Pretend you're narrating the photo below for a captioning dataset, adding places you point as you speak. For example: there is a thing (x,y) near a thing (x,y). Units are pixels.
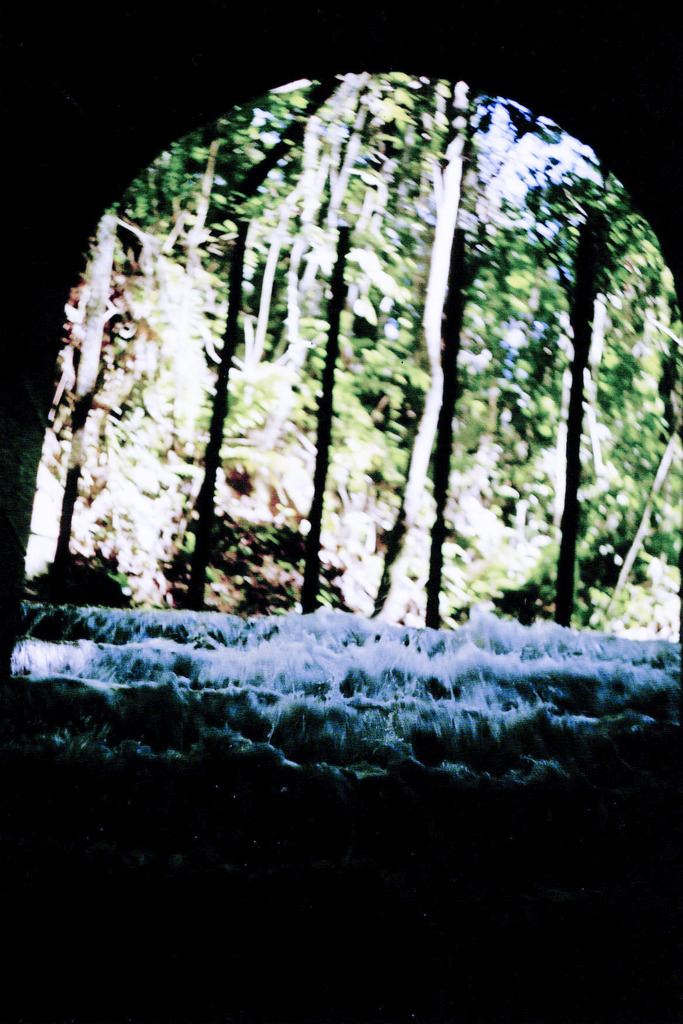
In this picture I can see the arch (630,10). In the center (253,636) I can see the water flow (405,773). In the background (523,440) I can see many trees (346,410), plants (280,362) and grass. At the bottom (386,902) I can see the darkness (83,931).
